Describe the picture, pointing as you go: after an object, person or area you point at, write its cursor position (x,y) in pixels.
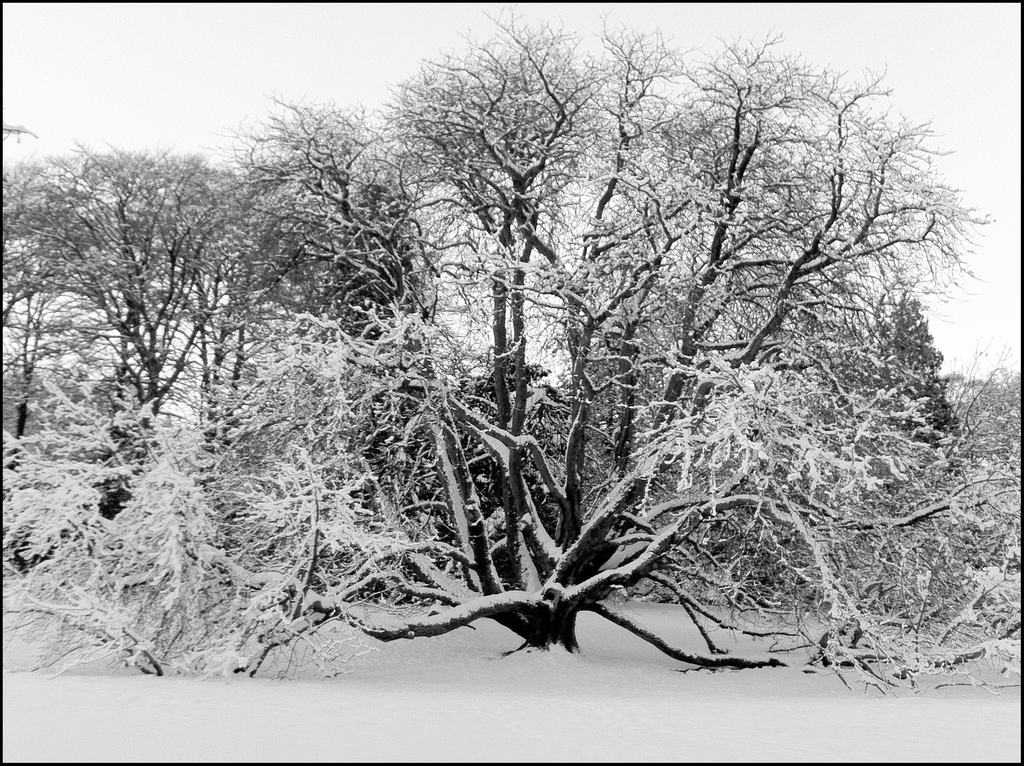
In this picture I can see there are few trees (537,494) and they are covered with snow (350,560) and there is snow (442,660) on the floor (824,721). The sky (962,108) is clear.
